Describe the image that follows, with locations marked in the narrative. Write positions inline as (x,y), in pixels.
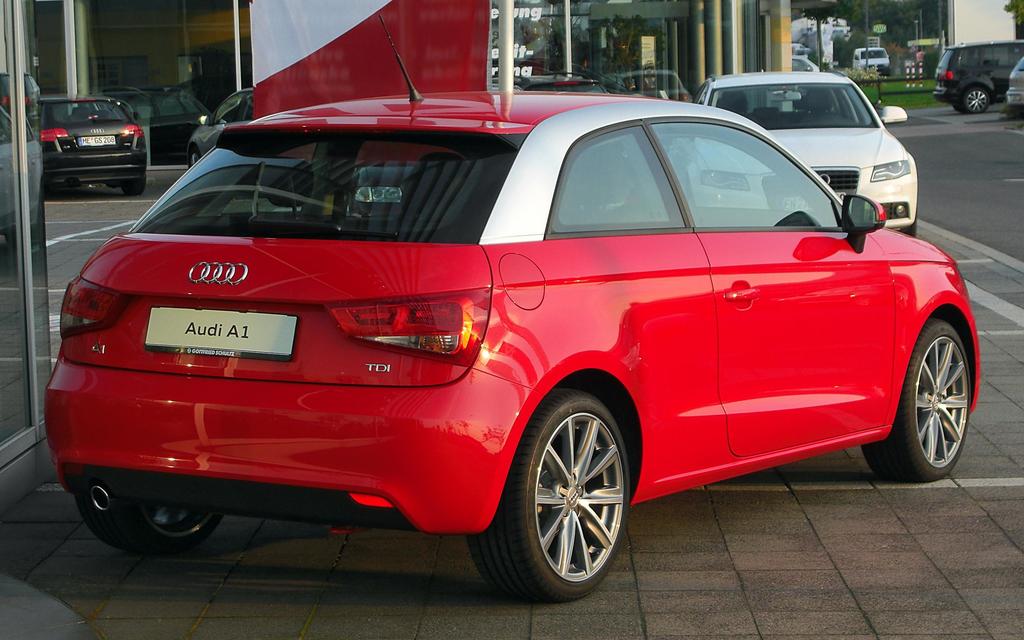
In this image there are a group of vehicles (403,182), and in the foreground (619,351) there is one vehicle (654,267) which is red color. At the bottom (928,517) there is walkway (928,499), and in the background (658,41) there are some buildings (686,45), grass (899,90) and some pillars (695,38).
